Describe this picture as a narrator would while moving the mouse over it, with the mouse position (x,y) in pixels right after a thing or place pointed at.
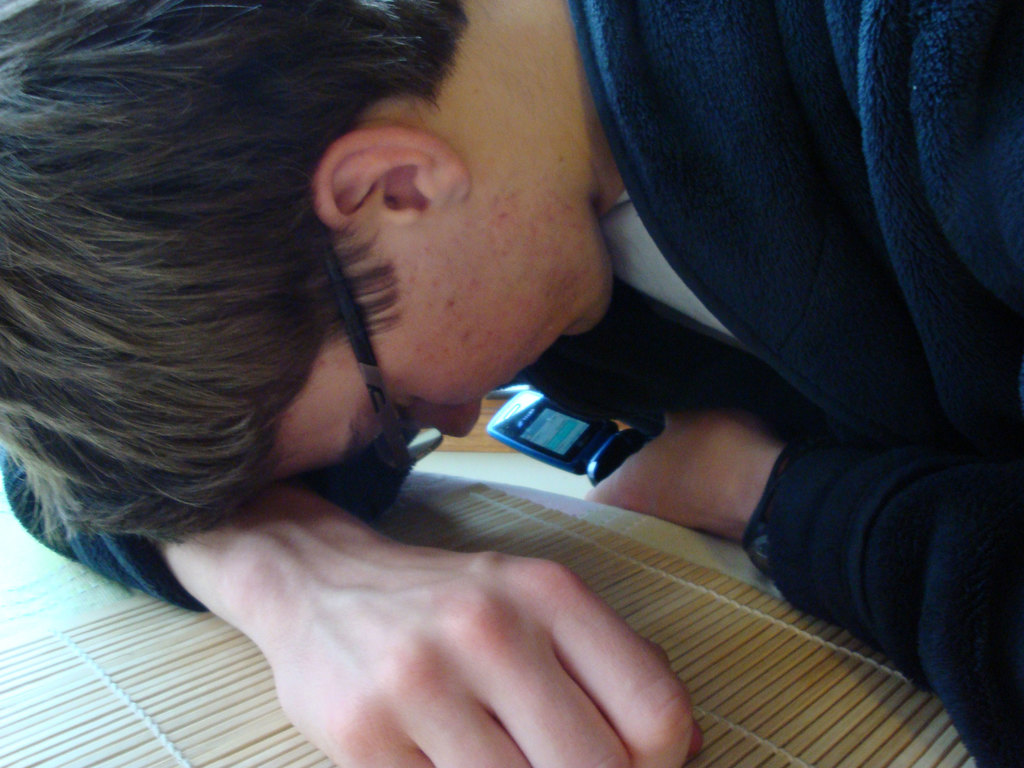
In this image there is a man (337,200) leaning his hand (381,584) on the table (12,560) and he is holding a mobile phone (586,457) in his hand (677,442). At the bottom of the image (213,718) there is a table (86,600) with a table runner (150,662) on it.
